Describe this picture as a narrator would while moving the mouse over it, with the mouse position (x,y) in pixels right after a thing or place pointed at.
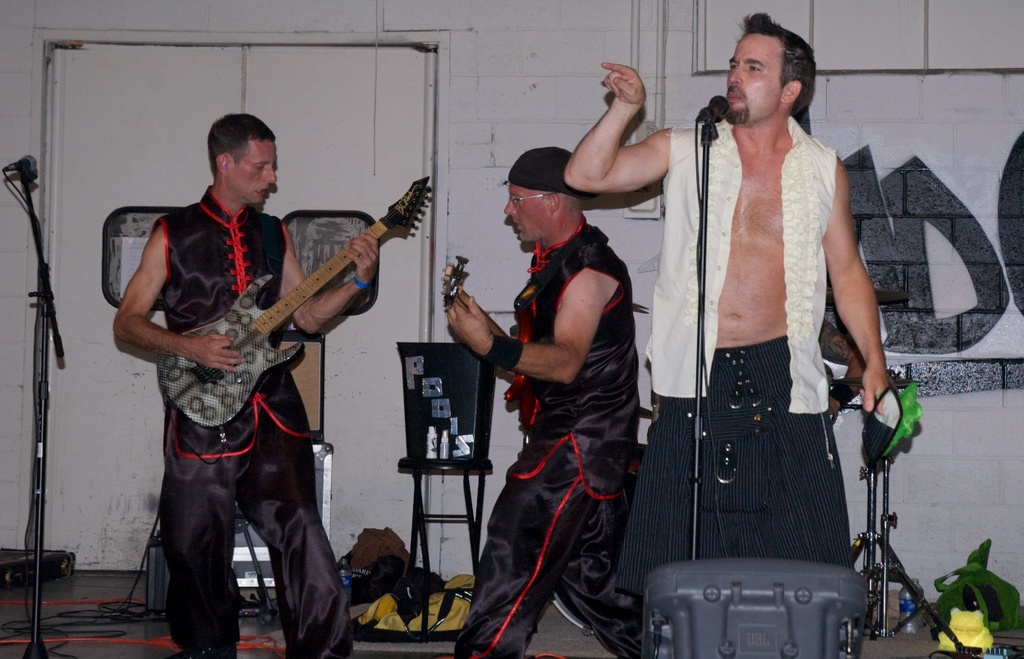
The picture is taken inside the room (936,564) where three people (584,320) are standing, at the right corner of the picture (720,427) one person (758,432) is wearing a skirt (773,458) and white shirt (722,184) and he is standing in front of a microphone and at the left corner of the picture (210,261) one person (259,421) is playing a guitar (199,410) in a black dress (254,434) and the person (547,369) in the middle (585,374) wearing a black dress (545,385) and playing a guitar (533,400) and behind them there are stools (427,473), bags (373,575), some stickers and a big wall (959,476) and a door (106,86) is present.
